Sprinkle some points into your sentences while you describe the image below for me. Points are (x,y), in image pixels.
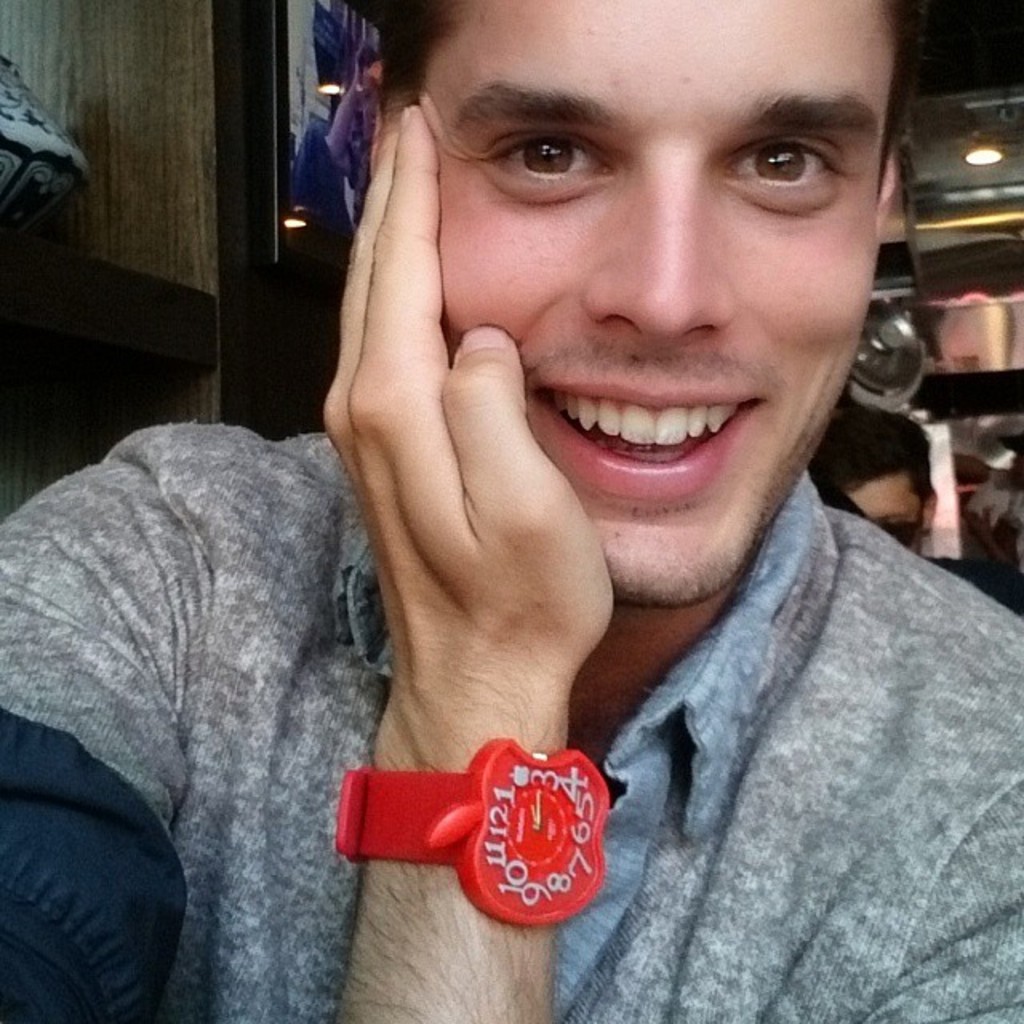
In this image, we can see a person (739,739) wearing clothes (711,976) and watch (540,860). There is a person head (919,450) on the right side of the image (919,481). There is a light (987,153) in the top right of the image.
